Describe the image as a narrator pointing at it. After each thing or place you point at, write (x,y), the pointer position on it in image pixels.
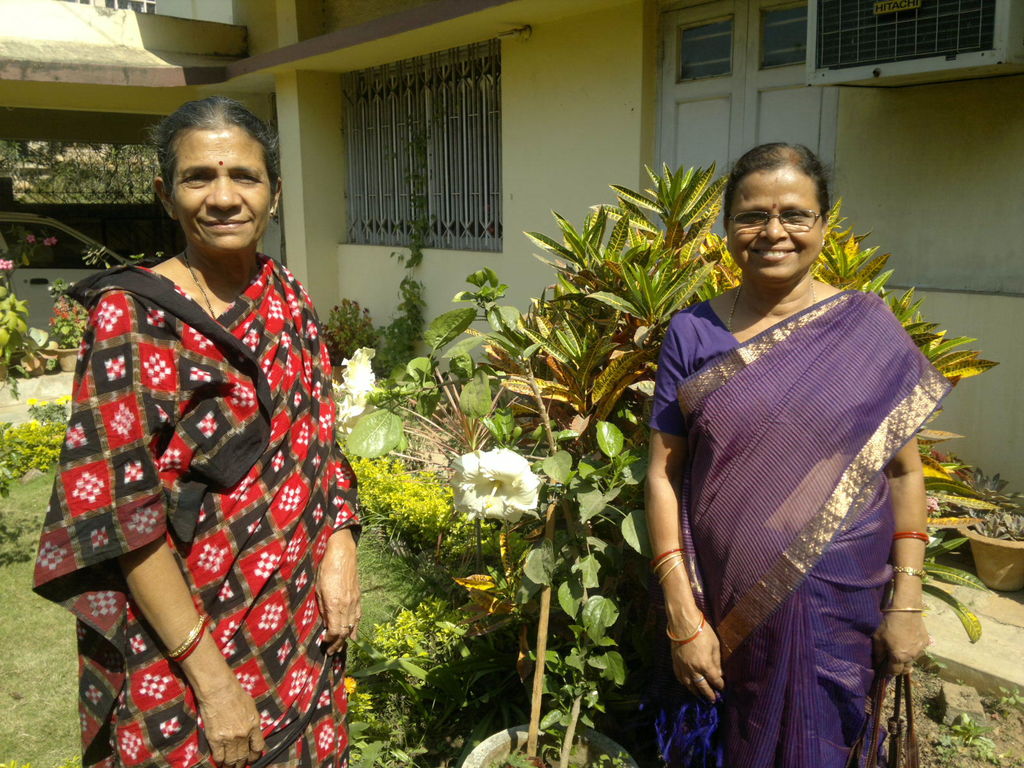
In this picture there are two persons (214,287) standing and smiling. At the back (931,476) there is a building (578,69) and there are plants (497,408) and flowers (57,314). There is an air conditioner (846,40) on the wall (953,100). At the bottom (373,559) there is grass (407,593). At the back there is a vehicle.
